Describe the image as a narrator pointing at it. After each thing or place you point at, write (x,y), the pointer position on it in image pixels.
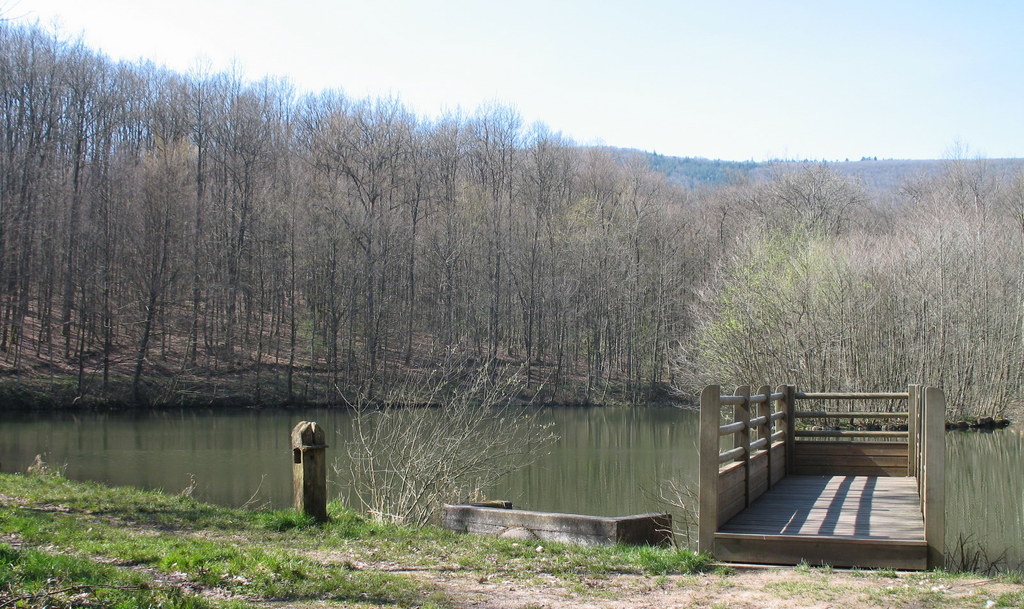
This picture shows trees (503,248) and we see water (638,447) and grass (184,533) on the ground (302,541) and we see a wooden platform (909,452) to stand and a clear sky (617,111).
